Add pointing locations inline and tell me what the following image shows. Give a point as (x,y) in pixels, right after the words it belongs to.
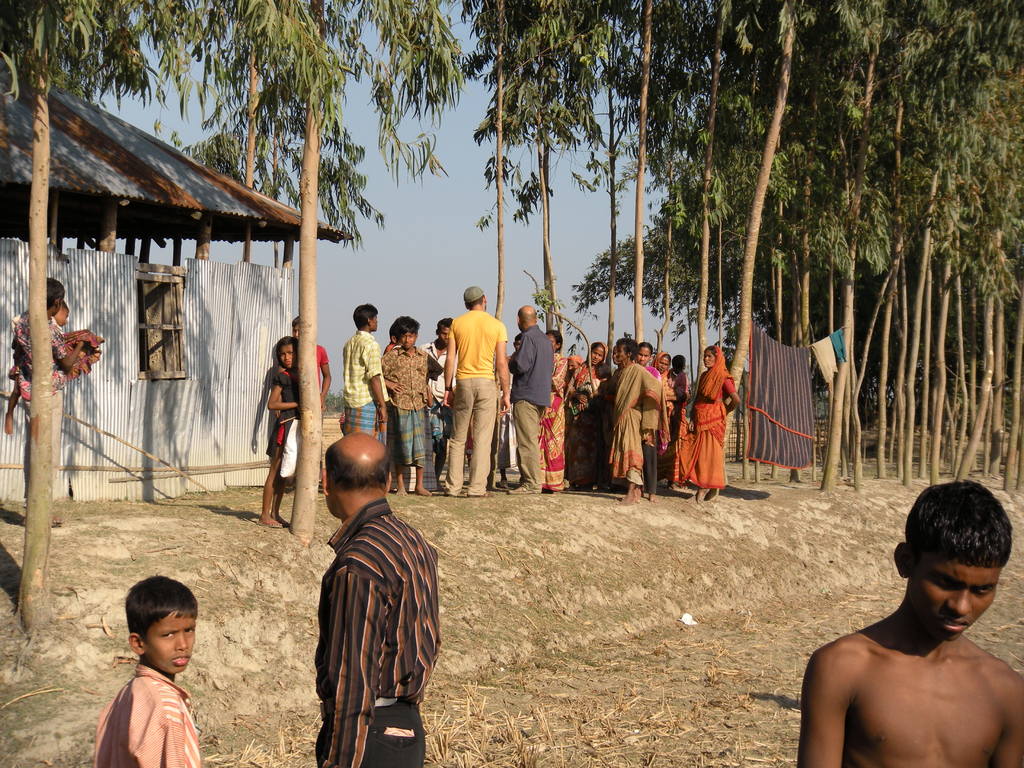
This image is taken outdoors. At the bottom of the image (588,716) there is a ground (553,667) with grass (594,647) on it and a man (353,625) and two kids (867,737) are standing on the ground (294,730). In the middle of the image (499,296) there are many trees (630,293) on the ground (754,505) and many people (422,430) are standing on the ground (690,513). On the left side of the image (110,295) there is a hut (91,318). At the top of the image (452,198) there is a sky (413,255).
